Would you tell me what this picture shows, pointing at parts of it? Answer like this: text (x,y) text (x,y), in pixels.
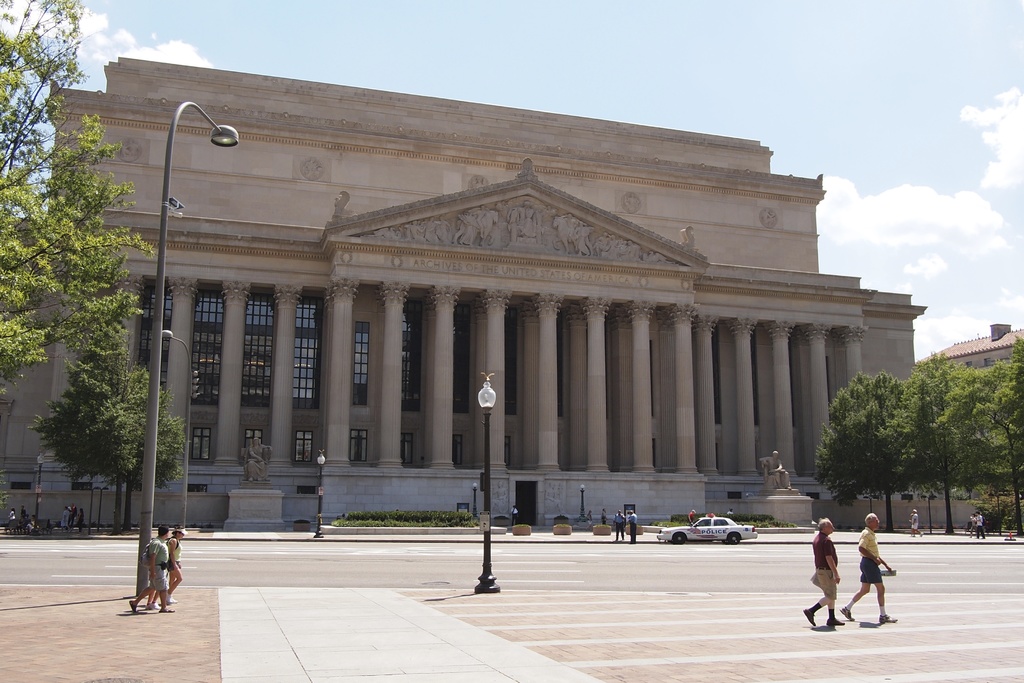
In this image, we can see buildings (438,326), trees (95,367), light poles (488,383), statues (770,495) and we can see some plants (392,518). At the bottom (455,572), there are people (624,531) and a vehicle (671,530) on the road (664,555). At the top (823,129), there are clouds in the sky (581,76).
